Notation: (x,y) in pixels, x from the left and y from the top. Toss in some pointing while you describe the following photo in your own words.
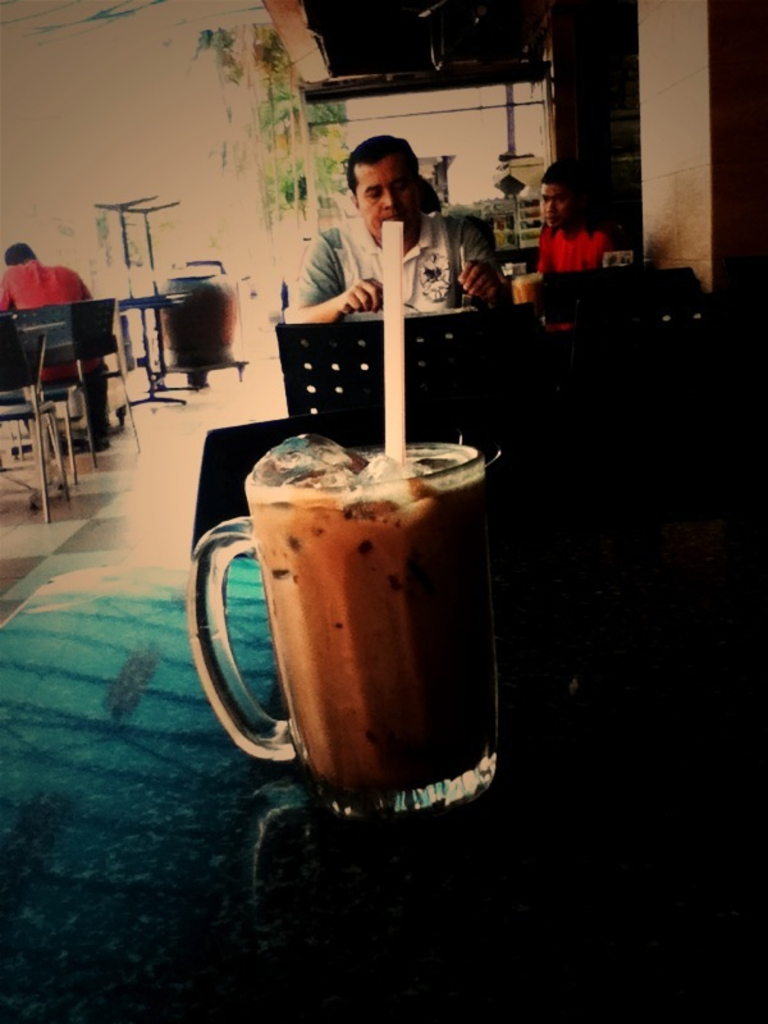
In this image I can see the glass (392,507) with drink (385,757) on the blue color surface (274,815). In the background (407,280) I can see the group of people (364,310) sitting on the chairs (339,337). These people (349,292) are wearing the different color dresses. There is a table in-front of these people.
